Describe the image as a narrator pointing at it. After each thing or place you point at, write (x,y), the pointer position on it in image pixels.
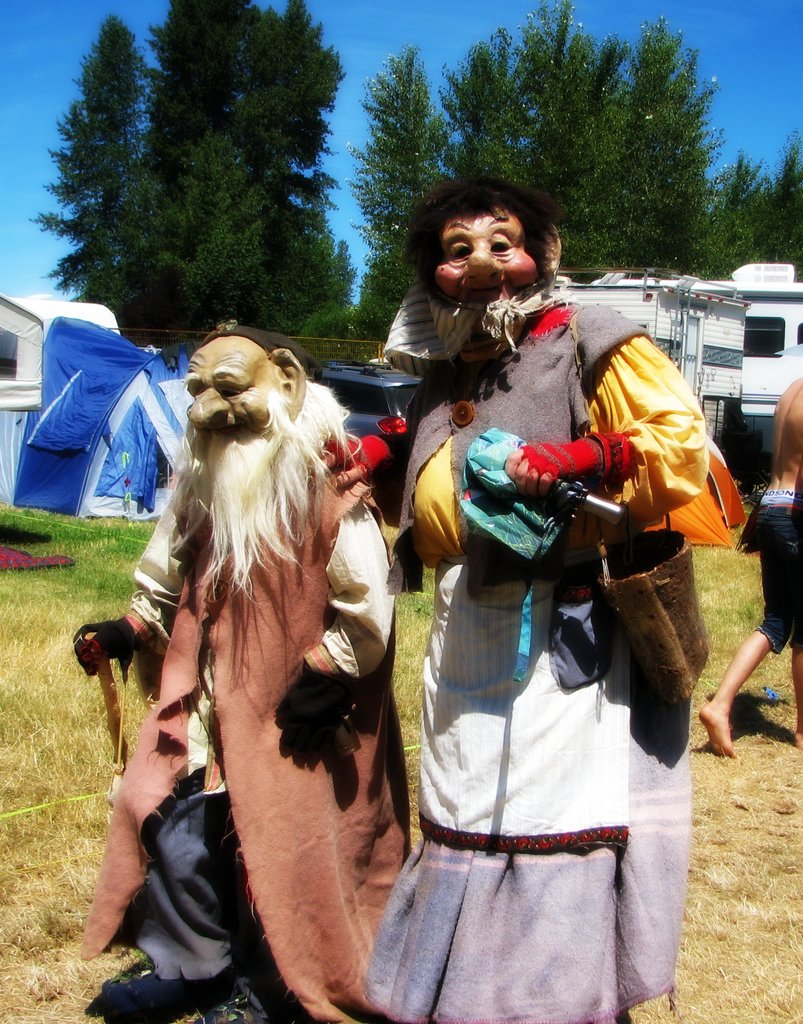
In the image there are two people (328,486) wearing some cartoon costumes (465,441) and behind them there is a person (779,510) on the right side (722,694), they are on the grass surface (42,646) and in the background (87,353) there is a tent (137,355) and few vehicles (666,319), behind the vehicles (722,339) there are trees (395,132).
